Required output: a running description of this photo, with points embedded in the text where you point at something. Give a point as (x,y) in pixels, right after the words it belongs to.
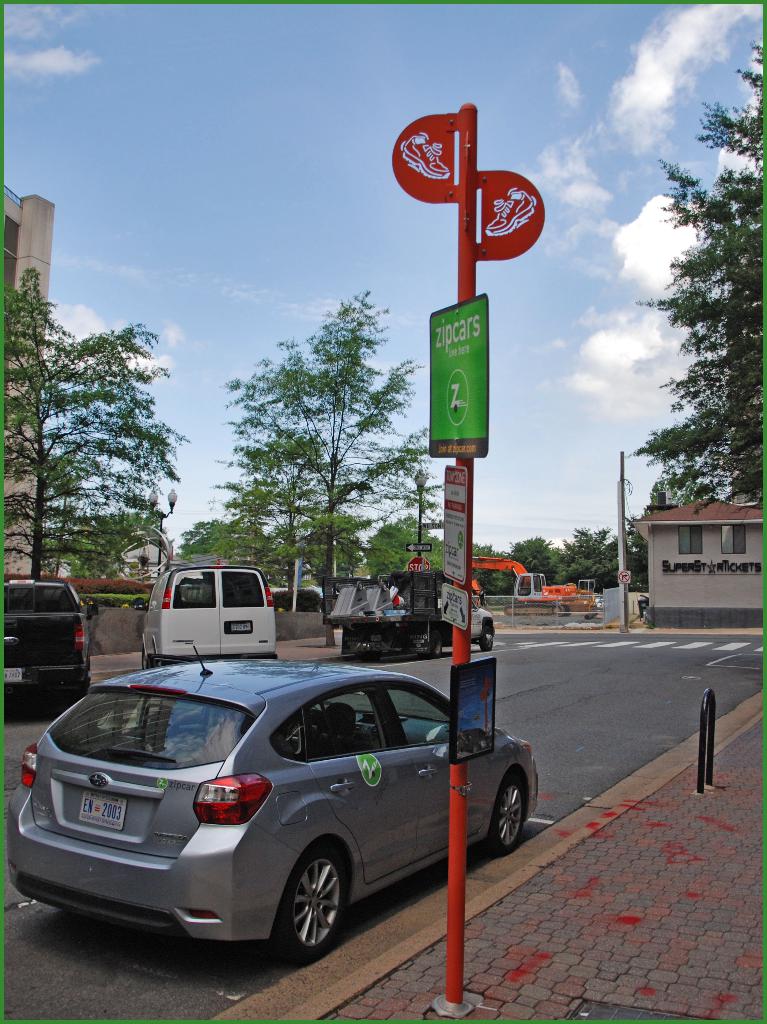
In this picture we can see a few vehicles (197,672) on the road (592,642). We can see some boards (443,366) on the pole (451,947). We can see a stand (705,715) on the path (554,915) in the bottom right (711,759). There are a few trees (604,553), vehicle (526,582) and a house (721,614) is visible on the right side (723,582). Sky (397,285) is blue in color and cloudy.
